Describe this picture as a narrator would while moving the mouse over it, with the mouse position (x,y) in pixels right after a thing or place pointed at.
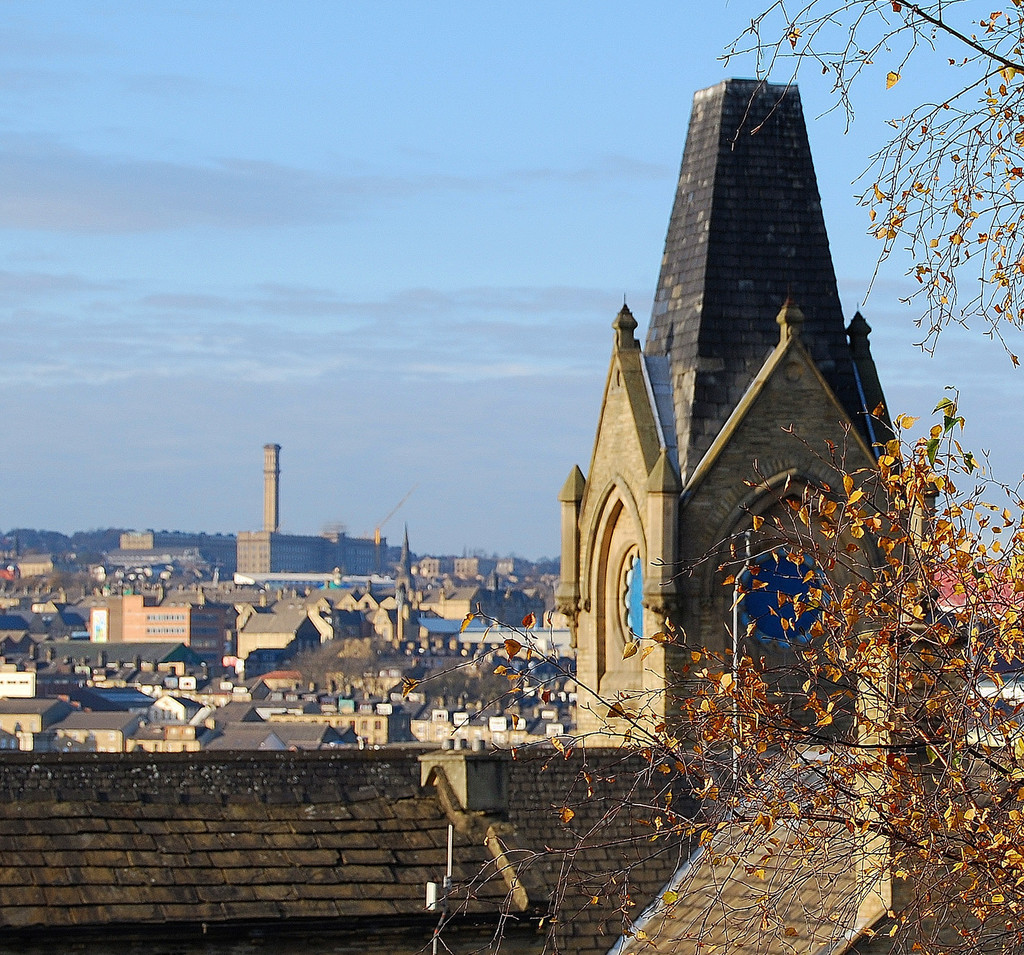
In this image we can able to see some houses (420,629), buildings (677,722), also we can see a tree (991,738), and the sky (349,245).
